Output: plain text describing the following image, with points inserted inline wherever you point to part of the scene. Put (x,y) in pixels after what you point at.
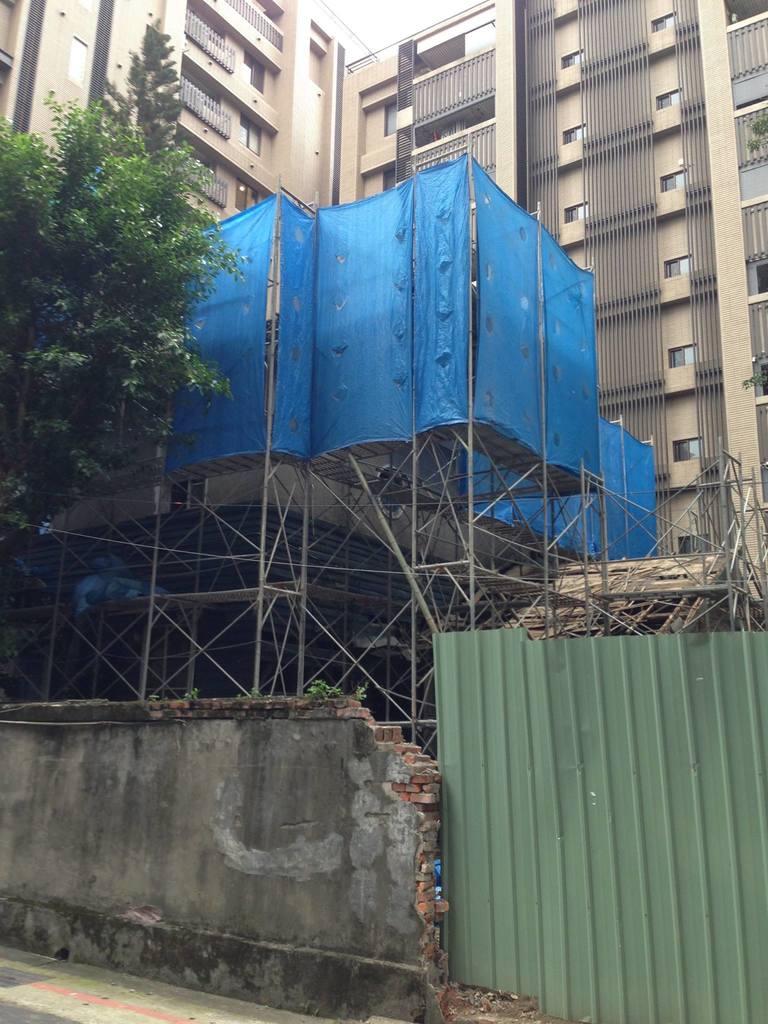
In this image there are buildings (728,194) and we can see a cover (555,395). On the left (65,485) there is a tree (114,326). At the bottom (265,983) we can see a wall (152,900) and a sheet (565,823).
